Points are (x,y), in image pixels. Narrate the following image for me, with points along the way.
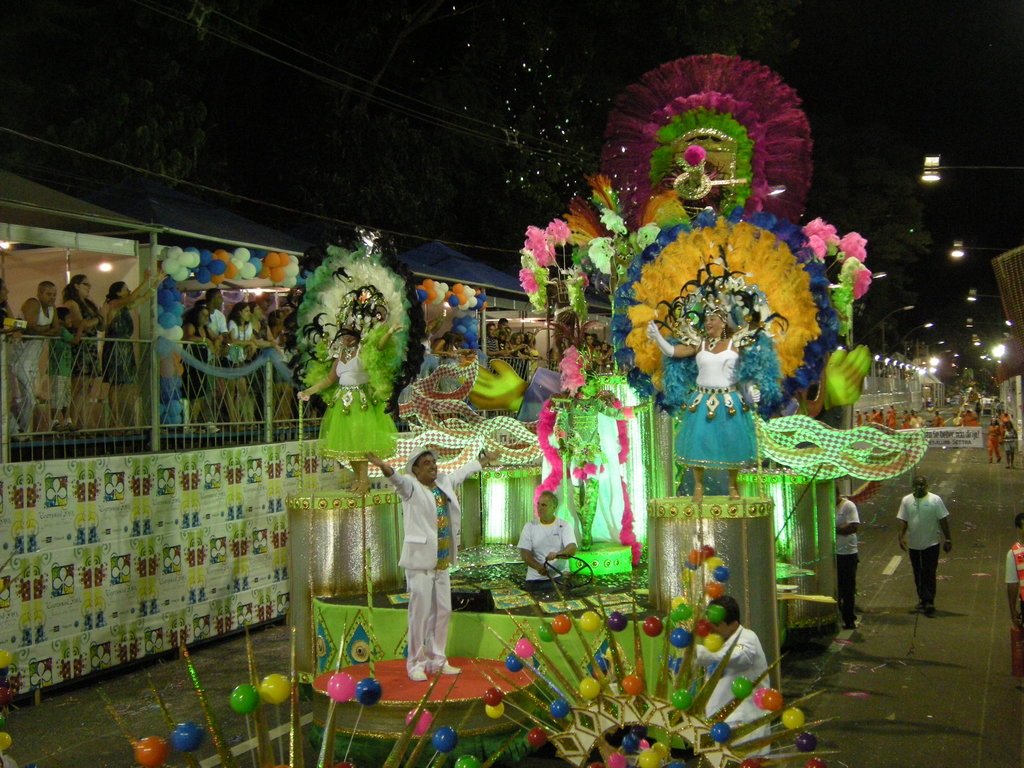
This is a carnival and this is an image clicked in the dark. In the middle of the image (343,343) there are few people (380,318) wearing different costumes (738,401) and standing on a vehicle (498,608) which is decorated with the lights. On the left side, it seems to be a shed (109,278). There are few people (106,318) standing behind the railing (67,365) and looking at these people (441,495). On the right side (937,523) there are many people (992,455) on the road (900,643). In the background (1001,358) there are few lights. At the top of the image (686,56) I can see the dark.
